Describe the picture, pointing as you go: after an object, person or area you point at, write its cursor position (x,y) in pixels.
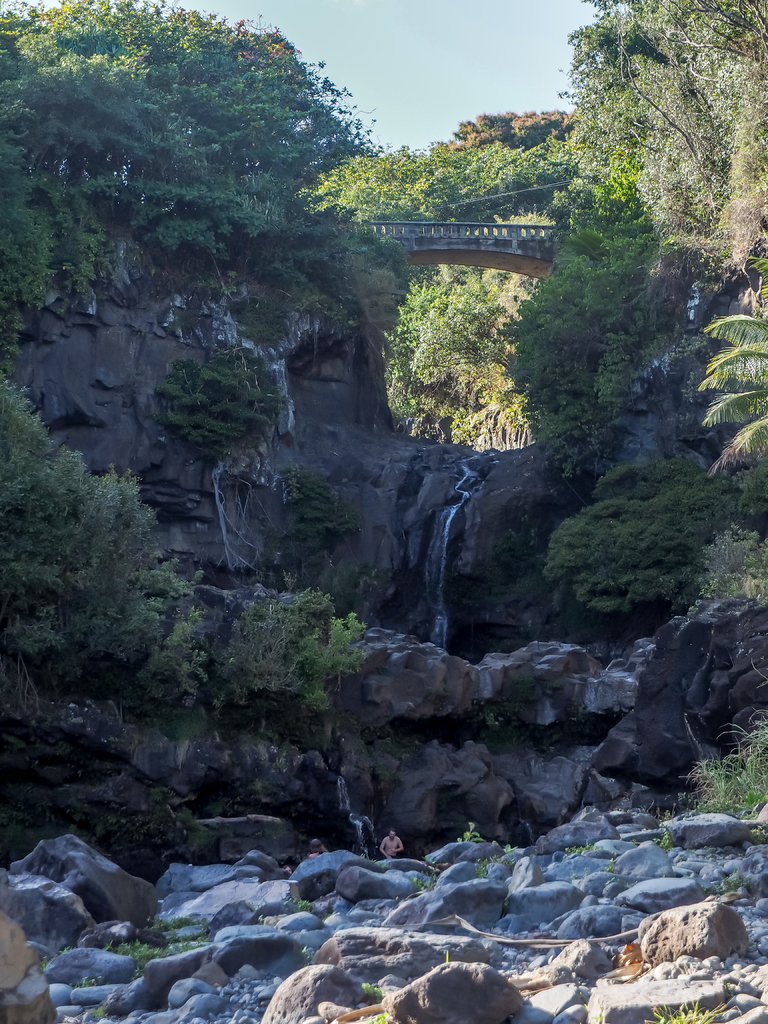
In the picture we can see a forest area (716,143) with rocks (180,1002) and rock hill (3,744) with some plants (74,149) to it and top of the hill (307,260) we can see some trees (249,59) and sky (444,70).
